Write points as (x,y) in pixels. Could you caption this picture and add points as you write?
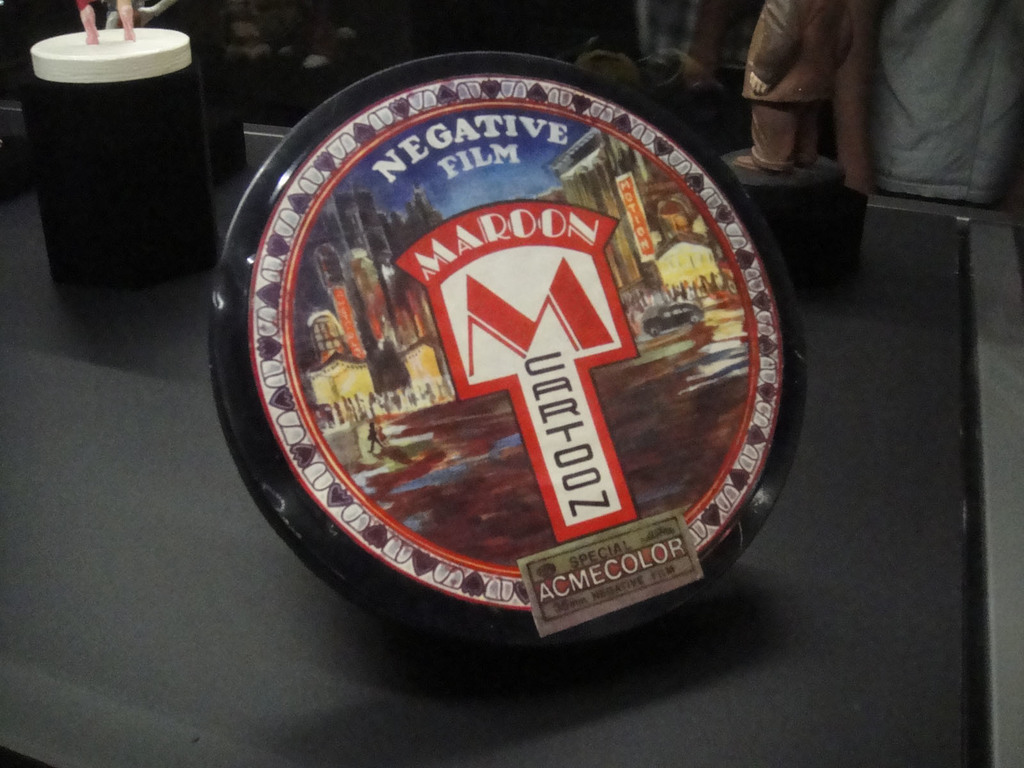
In the image there is a statue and a film can (559,550) on a table (1000,421), behind it the background (615,20) is blurry and dark.
